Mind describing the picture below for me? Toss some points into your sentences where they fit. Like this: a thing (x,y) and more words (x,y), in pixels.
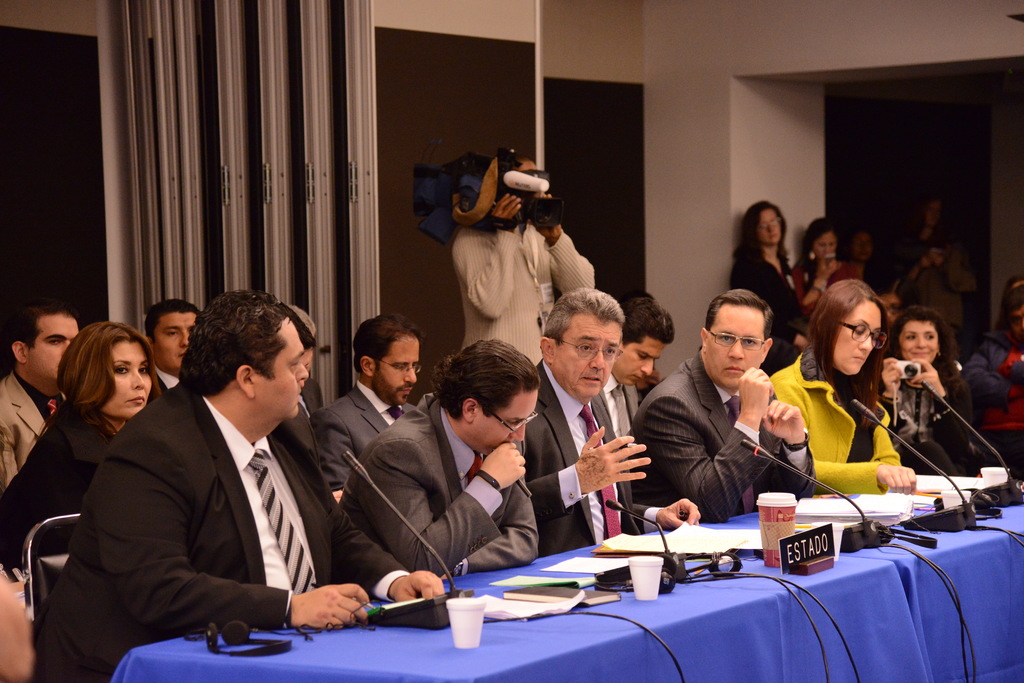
Few people (160,523) sitting and few people (918,296) standing and this person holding a camera (451,192). We can see microphones (416,624), papers (753,532), glasses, board (816,549) and objects (473,603) on the table (305,642). In the background (734,35) we can see wall (675,143).
